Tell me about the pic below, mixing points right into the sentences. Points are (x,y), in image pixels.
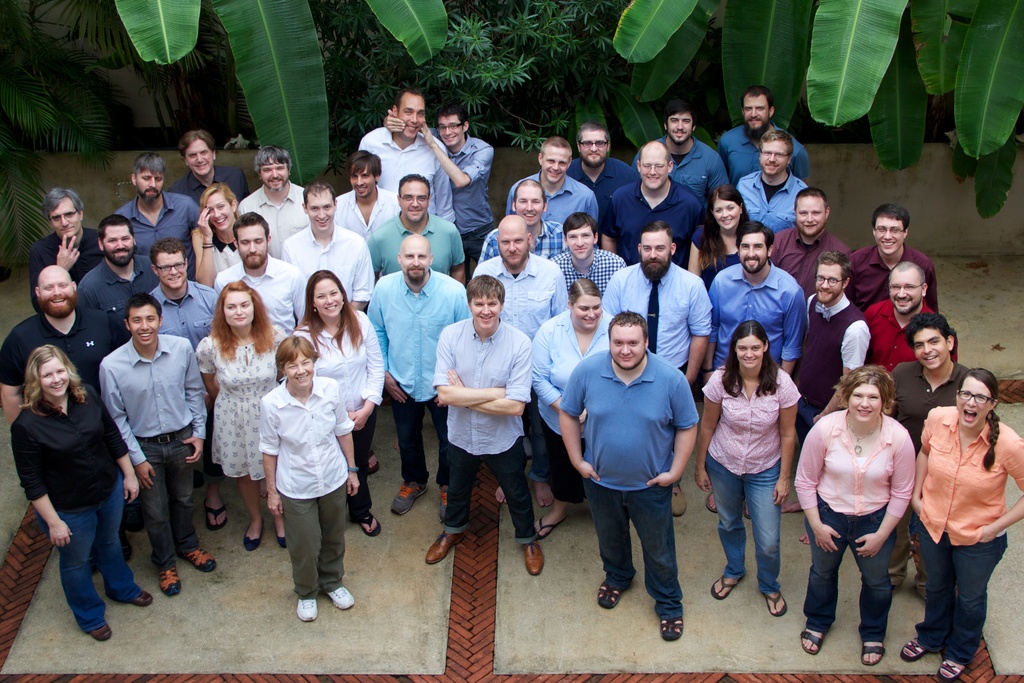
In this picture we can see a group of people (493,455) standing on the ground (548,556) and smiling and in the background (35,79) we can see trees (585,27), wall (840,175).
